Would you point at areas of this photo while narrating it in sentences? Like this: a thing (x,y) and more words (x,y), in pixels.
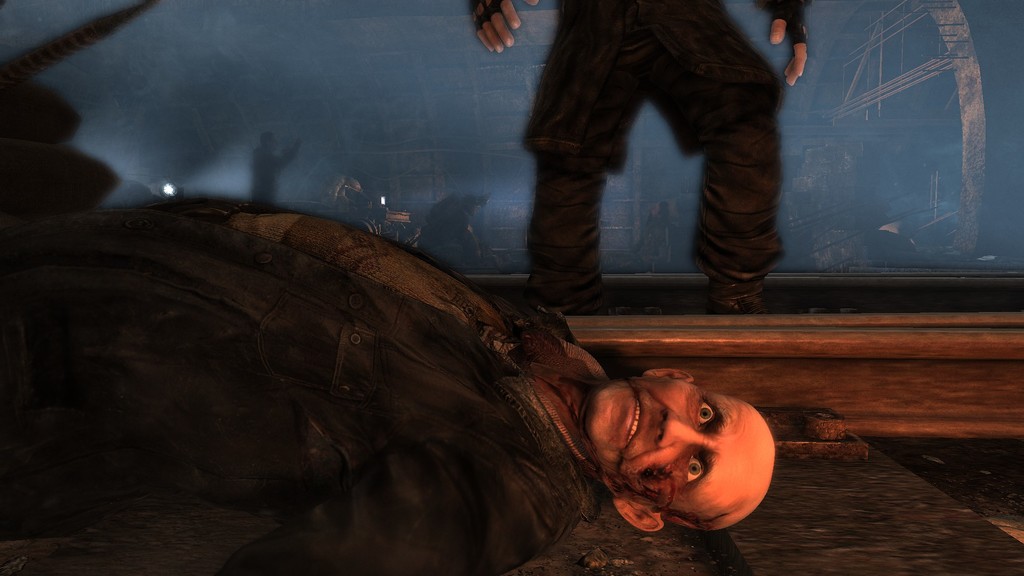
In this image I can see two people (589,192) with black color dresses (398,264). I can see one person (707,472) lying on the wooden floor (790,536) and one person (546,154) is standing. In the background (265,195) I can see one more person (270,156) standing.
